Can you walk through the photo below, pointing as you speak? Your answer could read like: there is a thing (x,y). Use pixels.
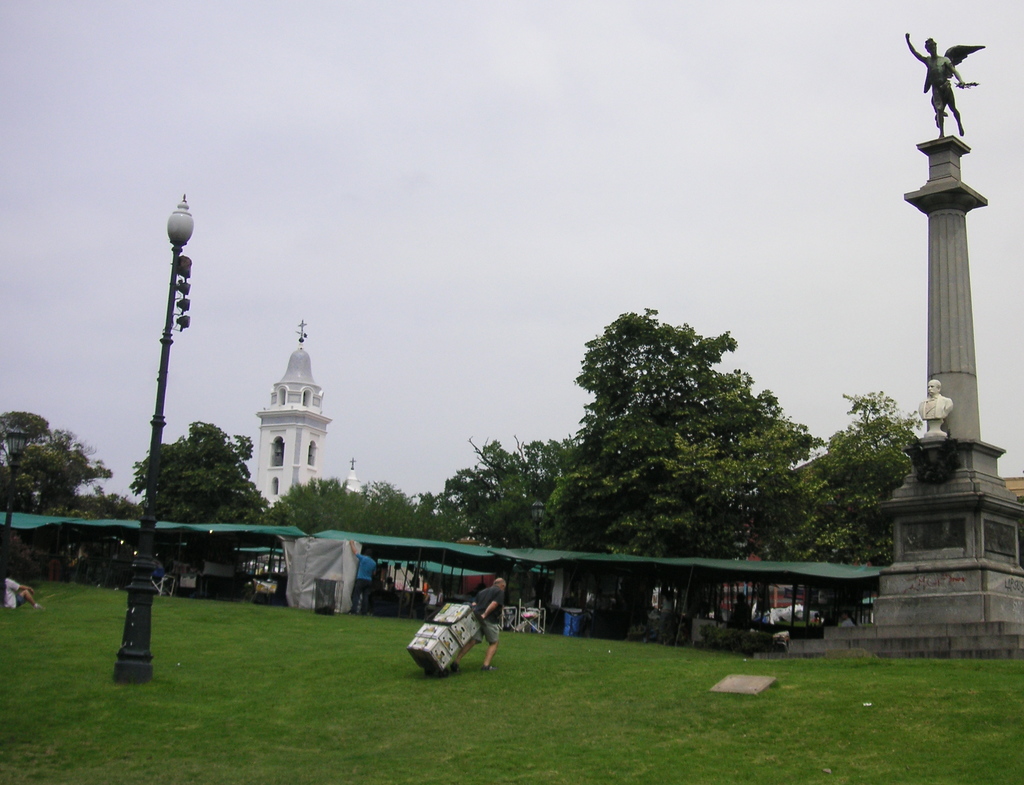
In this picture there are statues (961,86) on the pillar (971,352) on the right side of the image (930,81) and there is grassland (629,657) at the bottom side of the image (916,703), there is a lamp pole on the left side of the image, there are sheds (107,558) in the center of the image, there are trees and a church (291,453) in the background area of the image (326,414), there is a man (495,650) who is carrying boxes (462,607) in the center of the image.
